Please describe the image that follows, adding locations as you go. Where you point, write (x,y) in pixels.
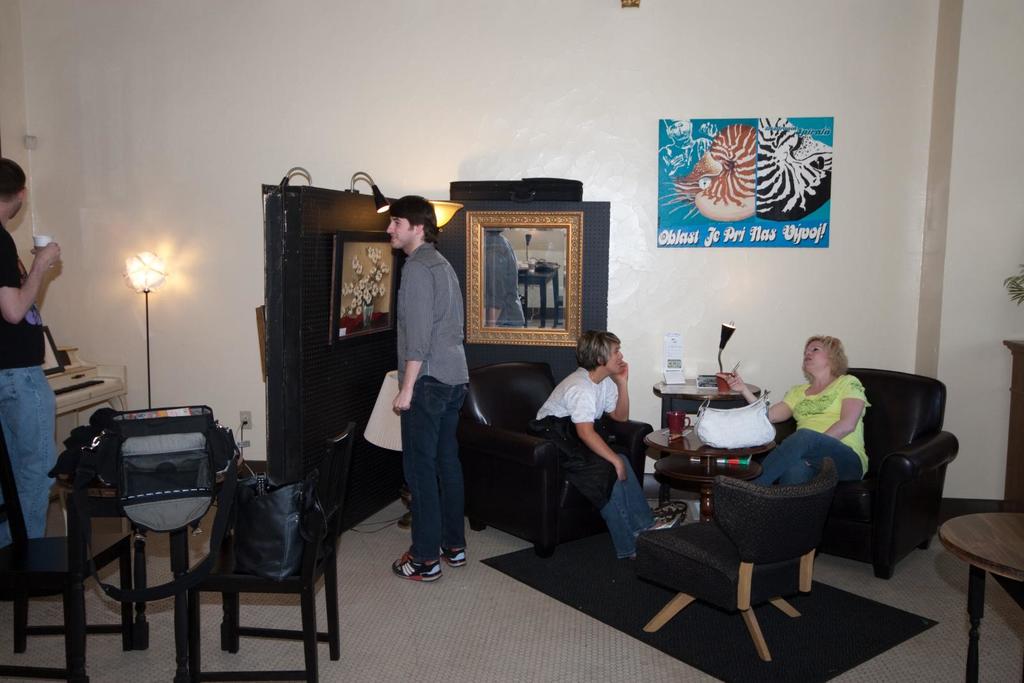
In this image I see 2 men (35,256) standing and 2 women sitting on the sofa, I can also see few chairs (64,676), a table (187,544) and bags (153,507) on it. In the background (237,404) I see the light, wall (76,326) and a poster (793,136) over here.
